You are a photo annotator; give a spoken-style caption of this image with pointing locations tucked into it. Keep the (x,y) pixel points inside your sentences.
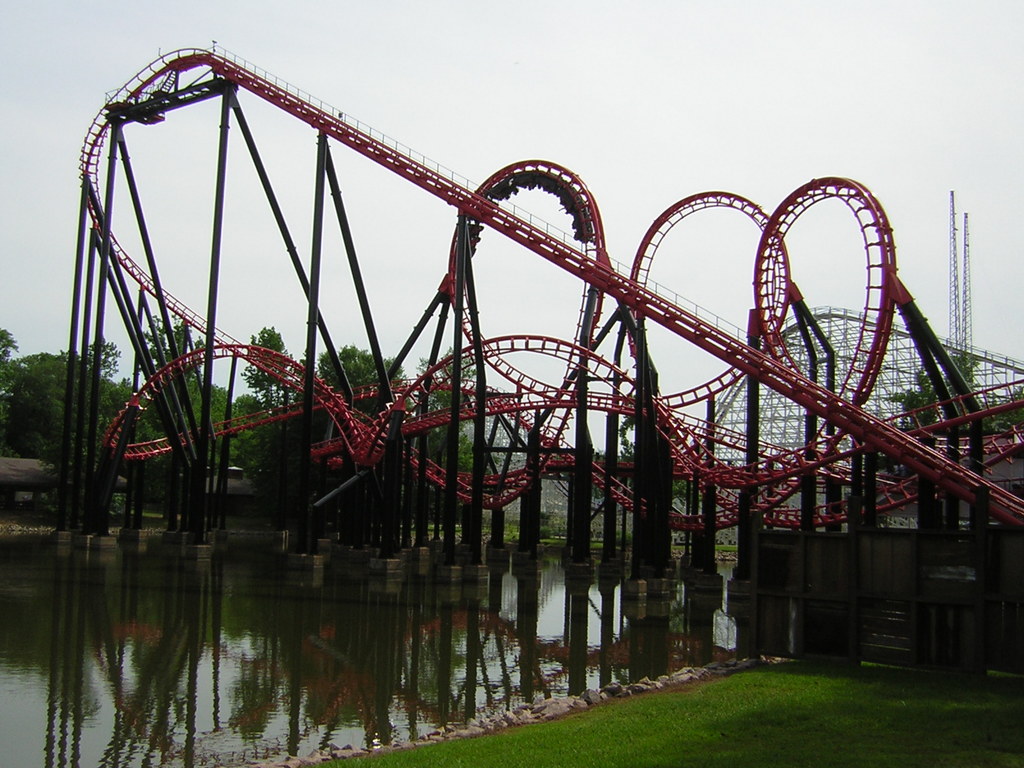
In this picture we can see a roller coaster (400,391) in the middle (657,405), at the bottom (215,671) there is water (274,691), we can see grass (642,730) and stones (586,696) on the right side (685,713), in the background (430,446) there are some trees (74,356), we can see the sky (227,375) at the top of the picture (656,68).
